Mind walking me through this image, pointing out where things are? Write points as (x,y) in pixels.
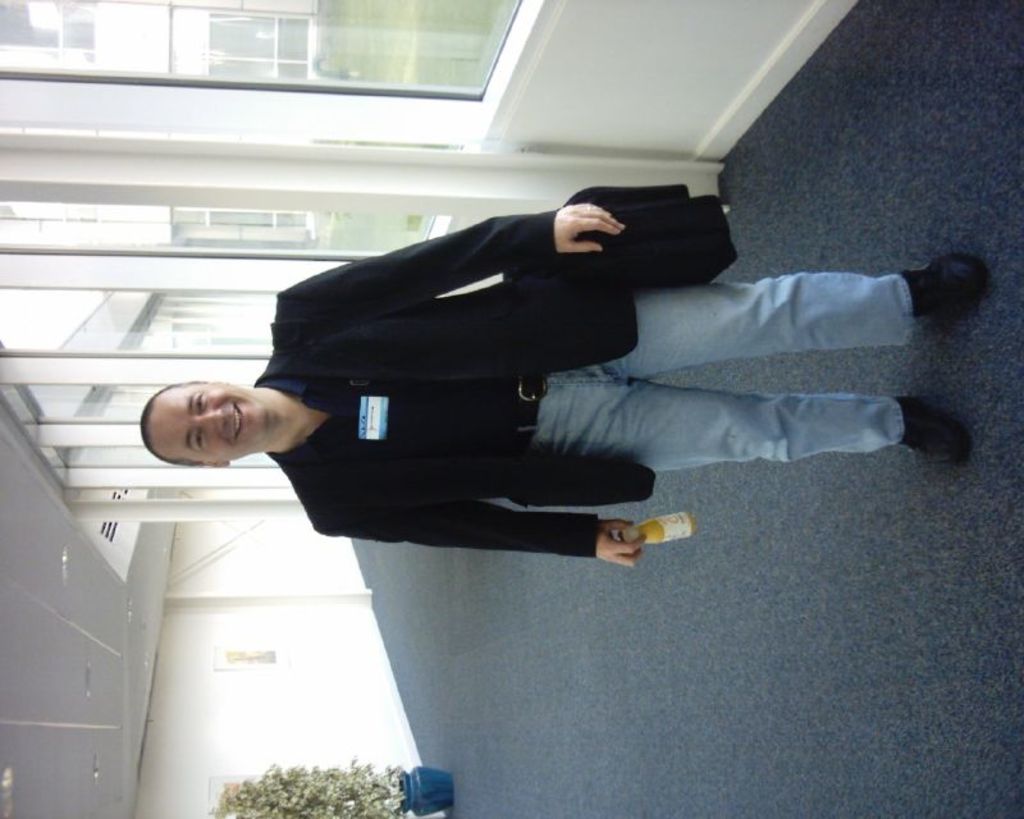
In this image I can see the person (504,455) with the black and blue color dress (567,457) and also bag (642,282). I can see the person (552,357) holding the bottle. To the right of the person (563,332) I can see the plant (356,796) and to the left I can see the glass doors (296,273). Through the glasses (287,222) I can see an another building (122,238).
